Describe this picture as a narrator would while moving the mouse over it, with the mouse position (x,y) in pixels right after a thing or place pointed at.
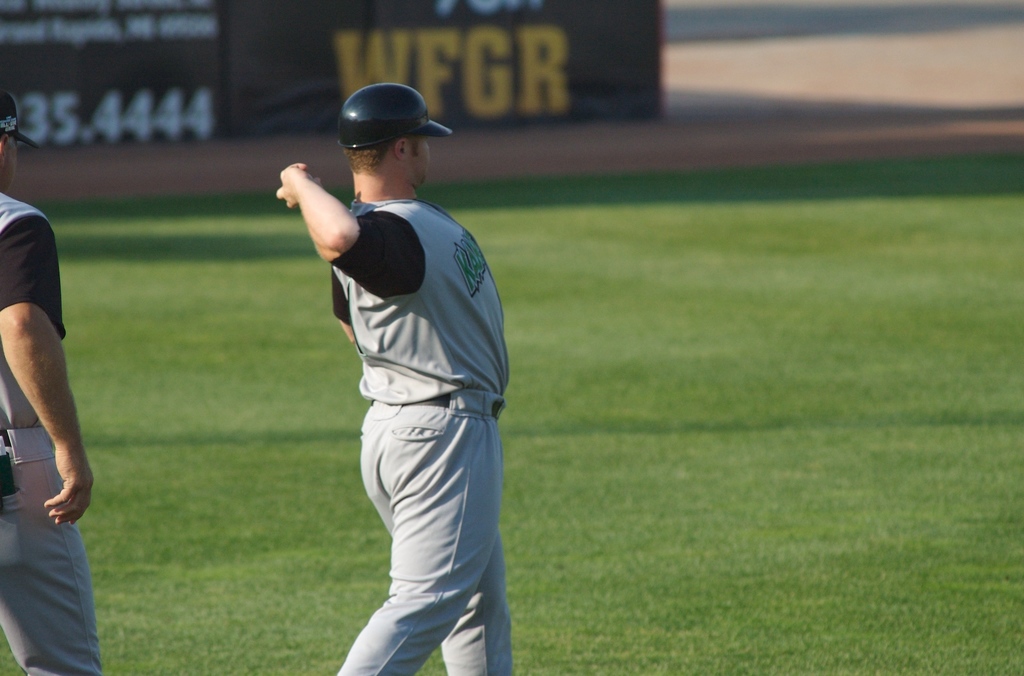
In this image we can see persons (20,573) standing on the grass (773,566). In the background (835,146) we can see ground (731,109).
